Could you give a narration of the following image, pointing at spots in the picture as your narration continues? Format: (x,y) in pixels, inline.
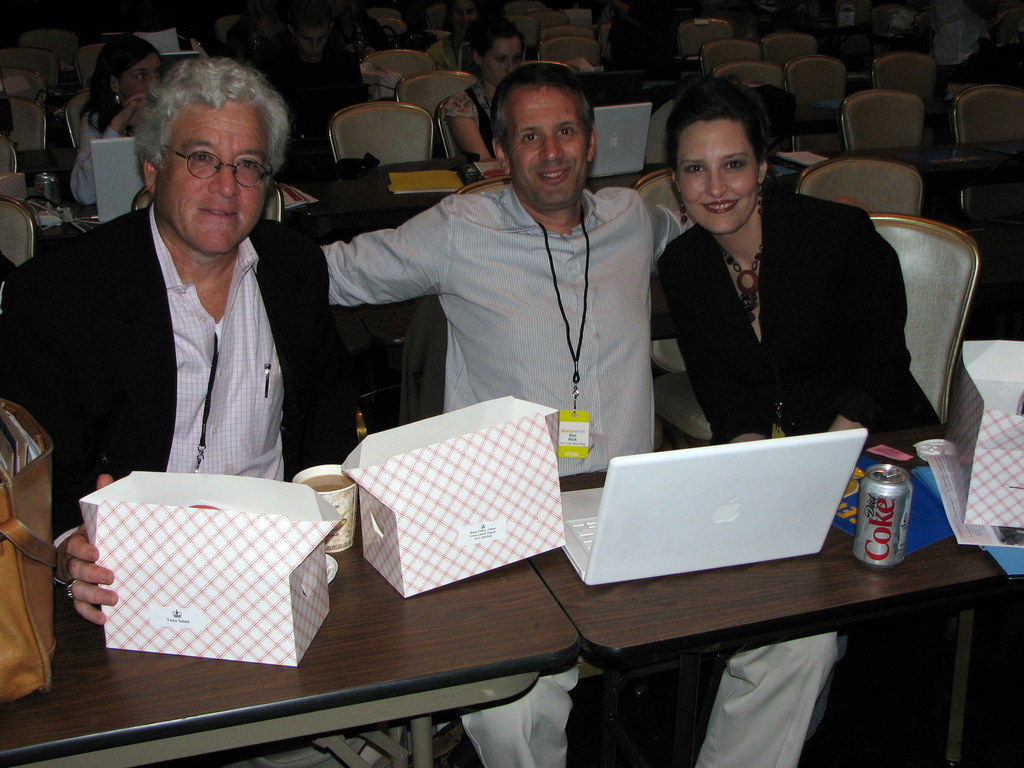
In this picture we can see group of people (171,277) sitting on the chair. There is a table (543,630). On the table (565,634) we can see laptop (763,529), coke tin (877,522), box (453,534), cup (338,473) with tea (338,486), bag (1,567) and we can see chairs (566,42).
